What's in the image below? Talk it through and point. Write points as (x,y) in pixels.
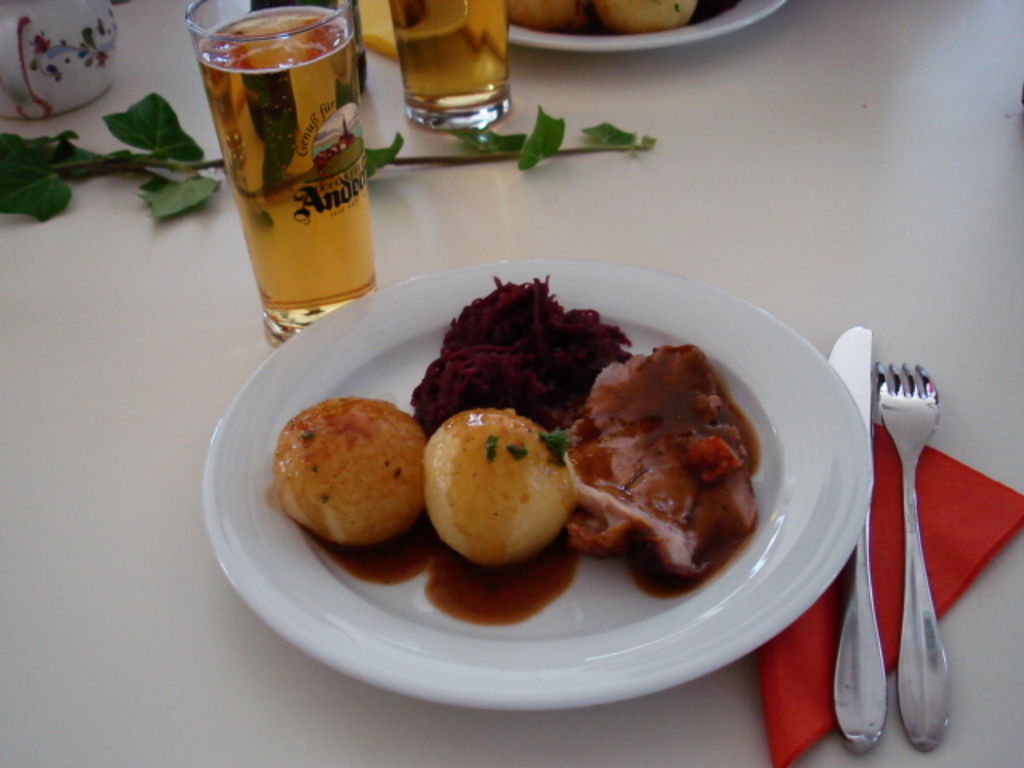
In this picture we can see plates (552,36) on an object (103,393) and on the plates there are some food items (458,343). On the object (84,588) there are glasses (288,134) with some liquid (403,8), fork (899,407), knife (862,562), cloth (783,684) and an object (34,52).
